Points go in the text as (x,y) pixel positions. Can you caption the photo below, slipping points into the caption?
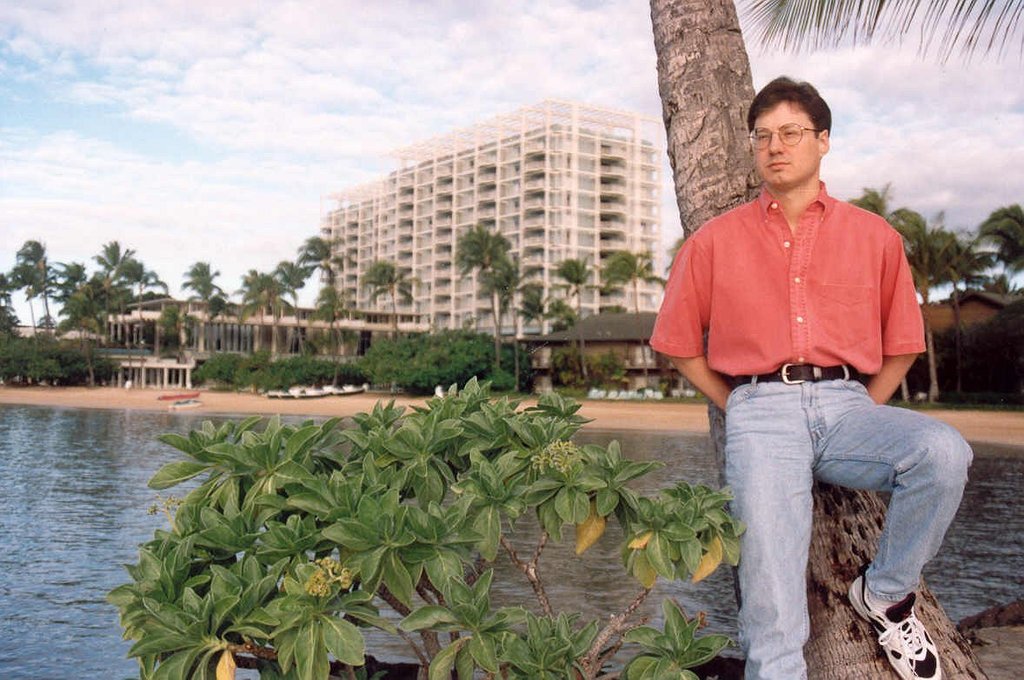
In this image we can see a man (827,276) wearing glasses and standing. In the background (429,215) we can see the building (361,279), trees (287,269), houses (639,344) and also the boats (335,392) on the surface (259,398). We can also see the water (978,520). There is sky (155,104) with the clouds (304,84).
